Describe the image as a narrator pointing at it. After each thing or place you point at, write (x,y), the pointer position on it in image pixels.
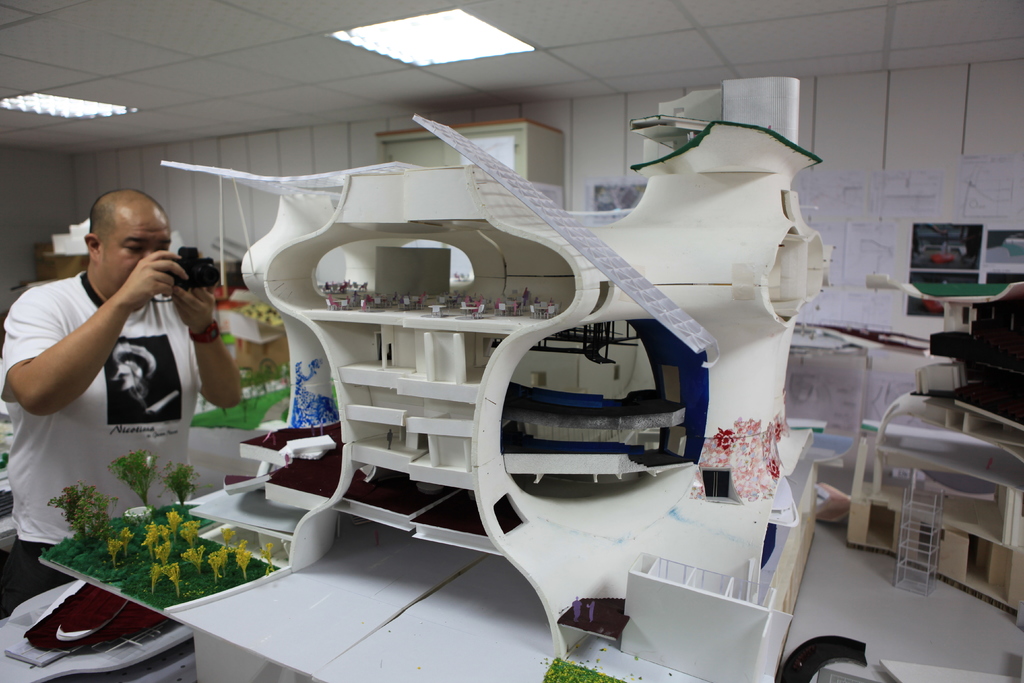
In this image on the left side (122,349) there is one person (154,370) standing, and he is holding a camera (180,264) and in the center (402,263) there is some object (334,469) and there are some plants (169,540). On the right side (911,207) it seems that there is table (868,569), and there are some posters (824,199) on the wall (943,200). In the background (80,249) there are some boxes (240,305) and some other objects (950,363), at the top (273,53) there is ceiling (154,53) and lights (427,50).
